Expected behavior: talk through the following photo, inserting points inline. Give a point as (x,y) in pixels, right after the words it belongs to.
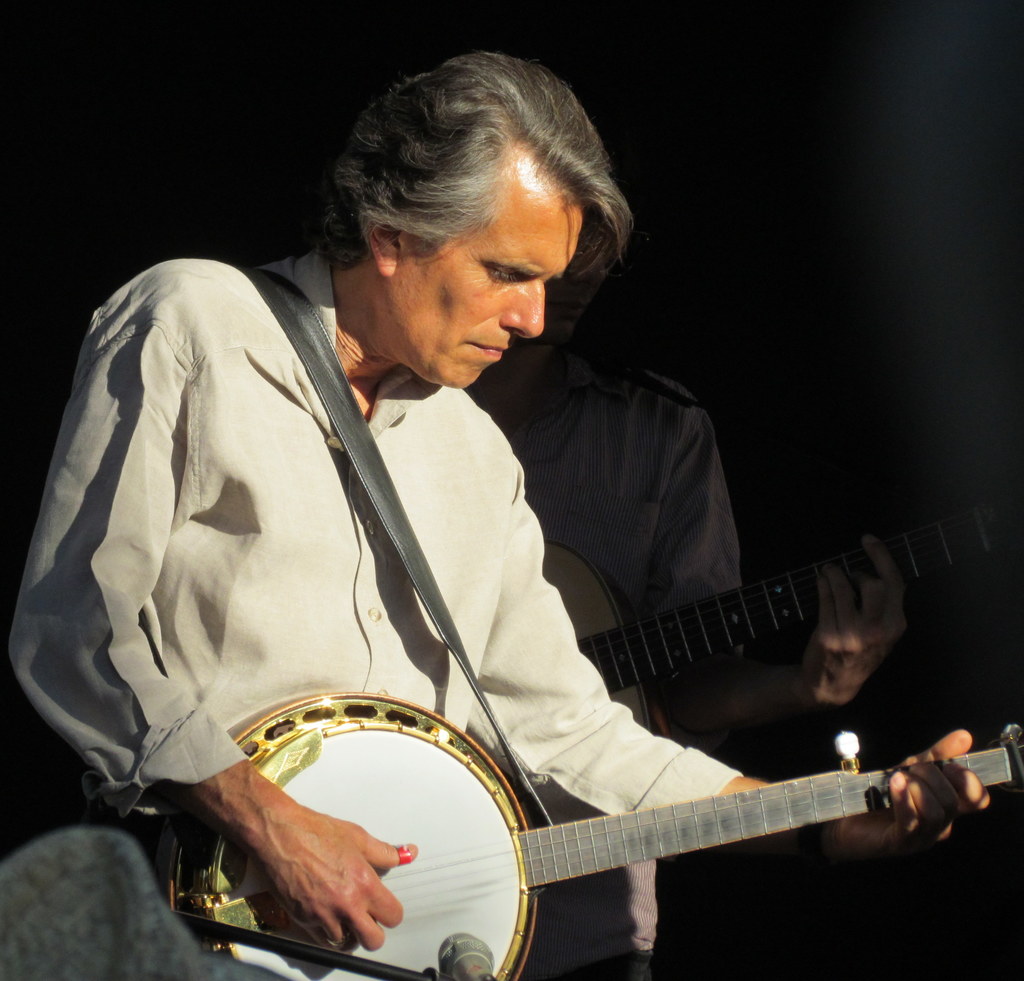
In front of the picture, we see the man (266,588) in the white shirt (266,588) is holding the musical instrument (488,832) which looks like a banjo (482,855). He is playing the banjo (342,765). Behind him, we see a man (602,448) in the dark shirt (581,503) is holding a guitar (621,658) in his hands (840,645) and he is playing the guitar (753,587). In the background (730,305), it is black in color.
